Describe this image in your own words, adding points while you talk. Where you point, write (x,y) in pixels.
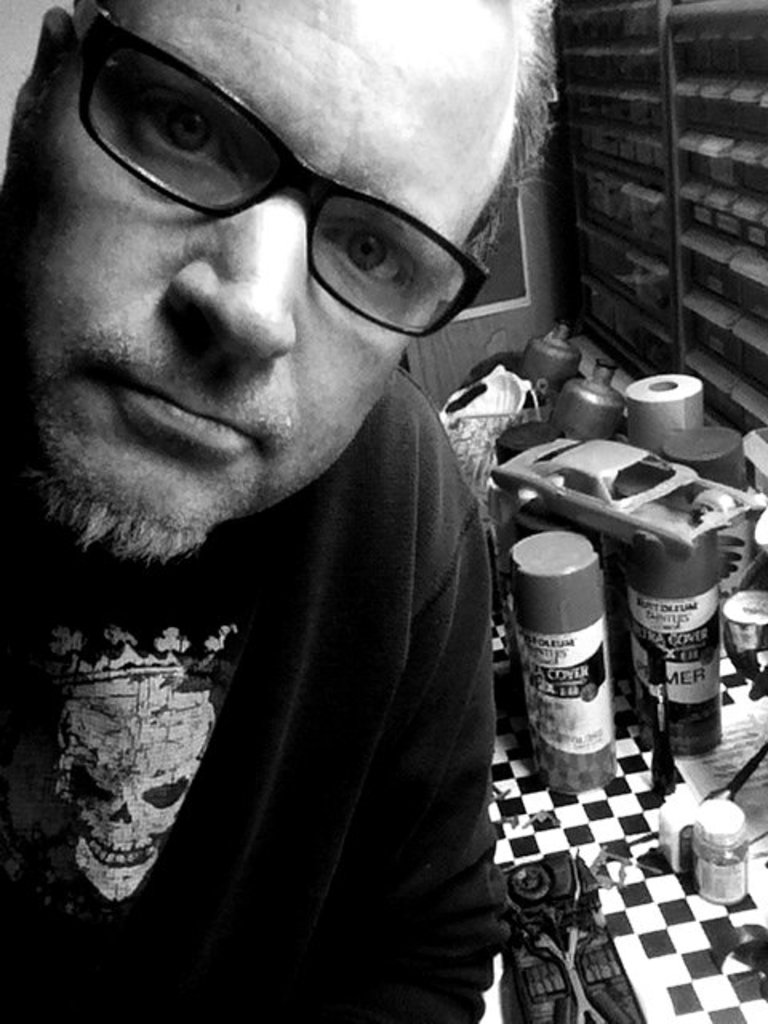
On the left side of the image (214,347) we can see a man (296,262), he wore spectacles (437,260), behind him we can see few bottles (524,598) and other things (556,466), it is a black and white photograph.
